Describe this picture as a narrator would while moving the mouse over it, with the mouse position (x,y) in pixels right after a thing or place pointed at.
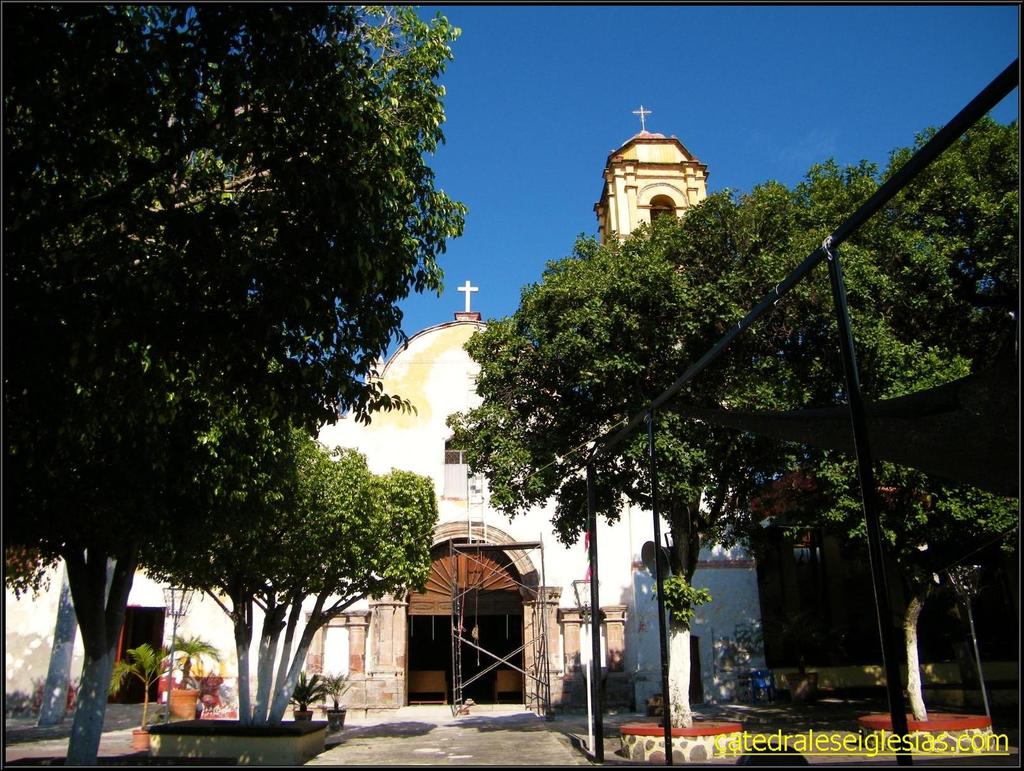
In this image there is the sky (606,64) truncated towards the top of the image (692,40), there is a church (318,672), there are doors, there are windows (465,461), there is the wall (293,647) truncated towards the left of the image (22,607), there are trees (157,288) truncated towards the left of the image (157,318), there are trees (905,215) truncated towards the right of the image (904,228), there is an object (745,435) truncated towards the right of the image (764,423), there are plants (330,681), there are flower pots (340,722), there is the road (445,740) truncated towards the bottom of the image (412,750), there is text (908,733) towards the bottom of the image (827,745).
